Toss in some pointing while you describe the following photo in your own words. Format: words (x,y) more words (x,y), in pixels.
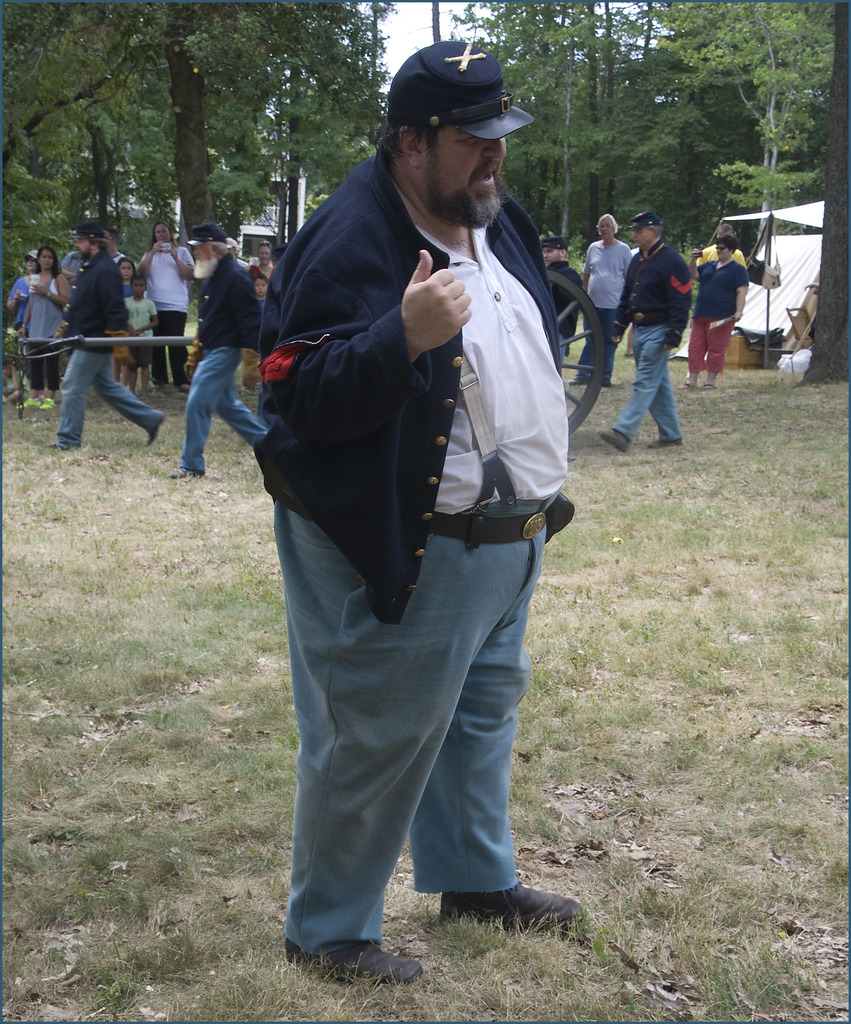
In this picture we can see a man (340,756) wore a cap (449,110) and standing on the ground (650,666) and in the background (35,285) we can see a group of people (181,331), trees (121,229), tent (785,209), sky (419,7).
